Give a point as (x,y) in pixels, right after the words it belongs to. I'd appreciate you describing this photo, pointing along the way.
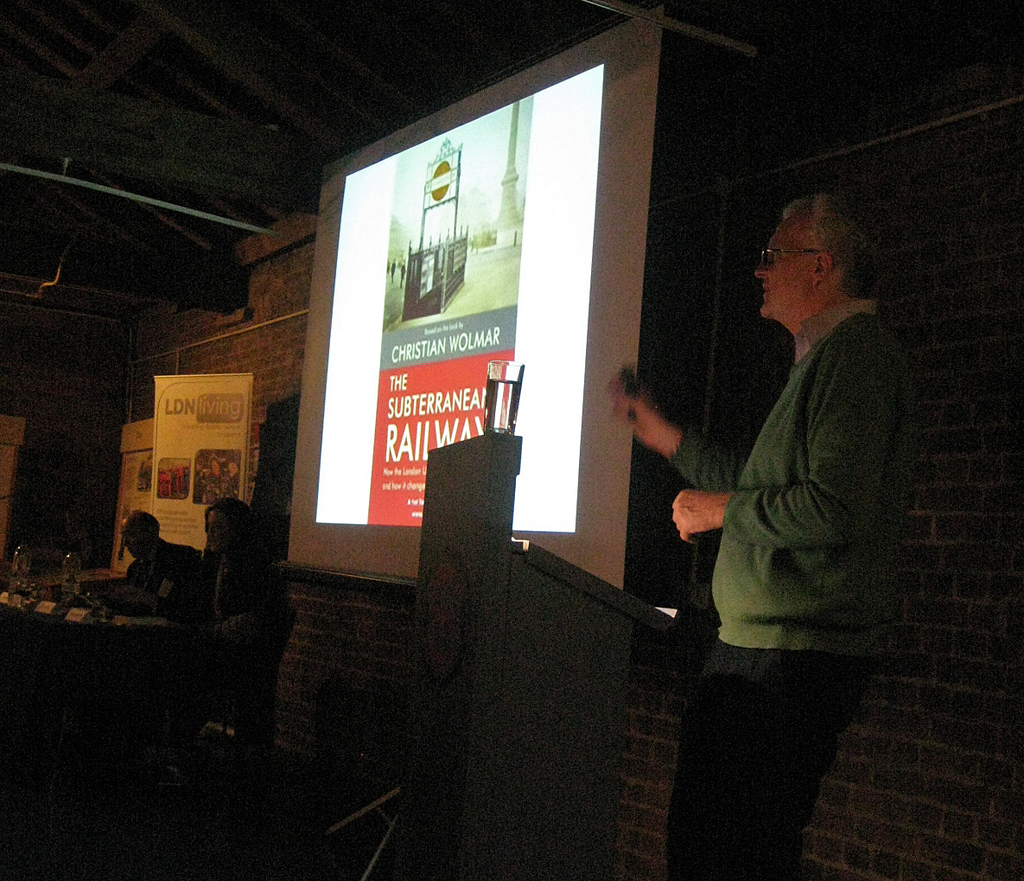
In this picture, there is a man (804,222) towards the right (781,726). He is standing beside the podium (609,658). He is wearing a green jacket (824,527). In the center (443,381), there is a projector screen (517,262). At the bottom left (229,641), there are two persons (219,623) sitting beside the table (81,646). Behind them, there are banners (240,465) with some text (188,407) and pictures (211,452).
